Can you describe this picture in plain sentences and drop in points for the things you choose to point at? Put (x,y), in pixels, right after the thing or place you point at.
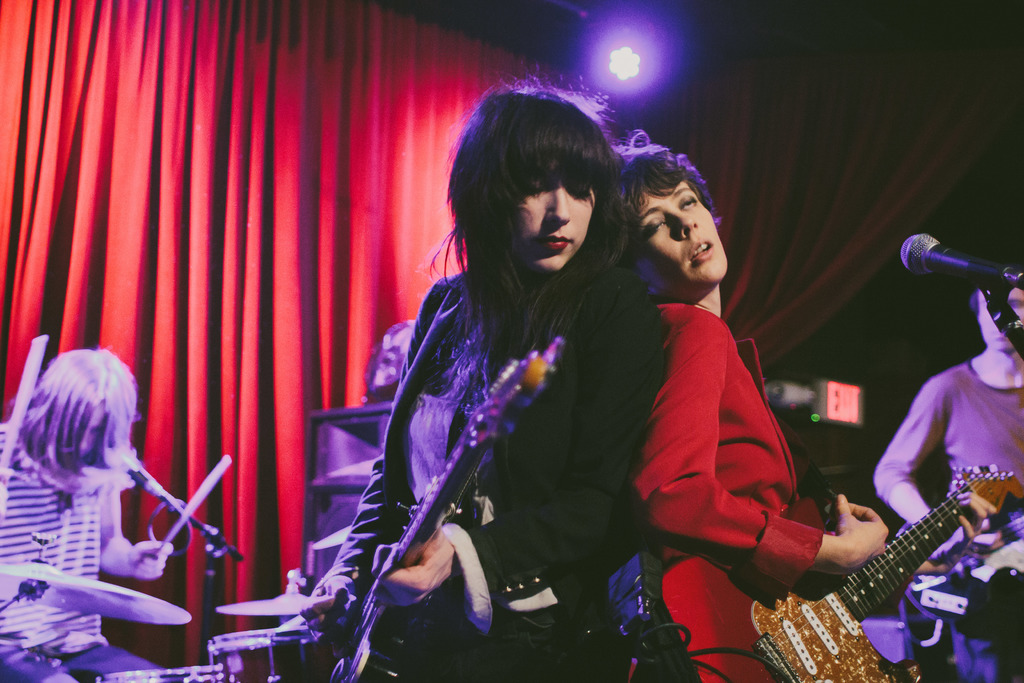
In this image, we can see people (684,374) holding guitars (504,404) and in the background (116,533), there are some other people (104,519) and one of them is holding sticks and there are some musical instruments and mics (231,545) and there is a curtain (760,277). At the top (621,72), there is light (633,75).
